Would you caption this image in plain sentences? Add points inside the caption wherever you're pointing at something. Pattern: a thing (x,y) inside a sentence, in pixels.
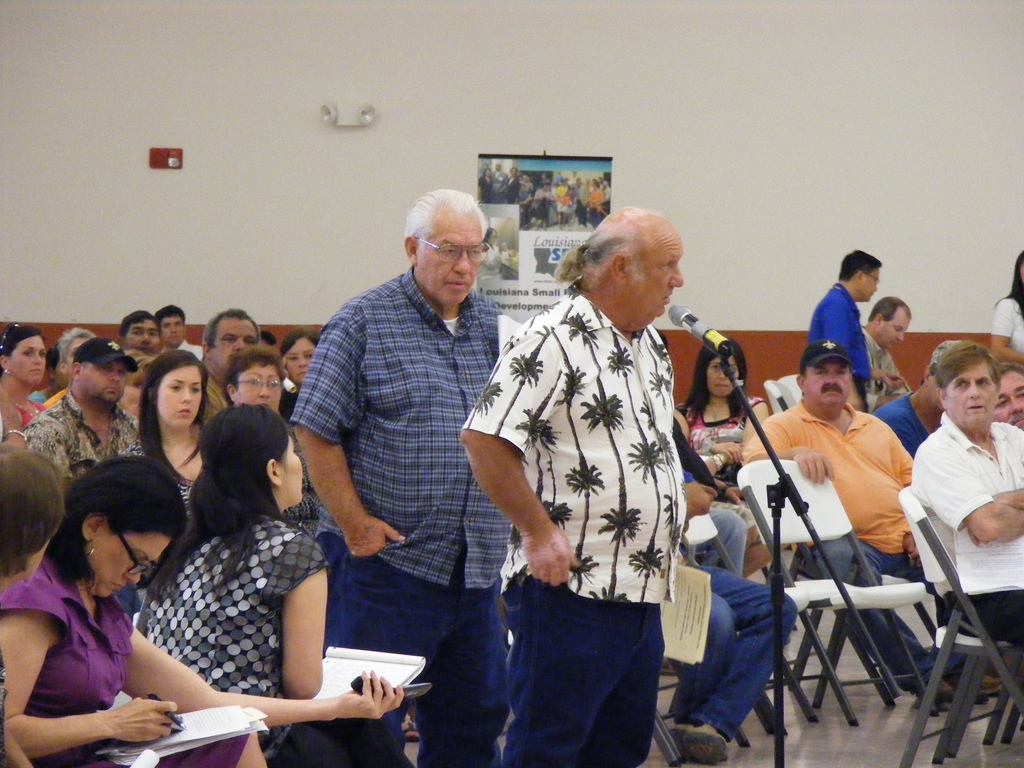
Here we can see group of people (711,653) sitting on the chairs (1023,699) and there are few persons (499,498) standing on the floor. Here we can see a man (628,725) standing in front of a mike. In the background (747,13) we can see a poster (588,219) and wall (780,71).
